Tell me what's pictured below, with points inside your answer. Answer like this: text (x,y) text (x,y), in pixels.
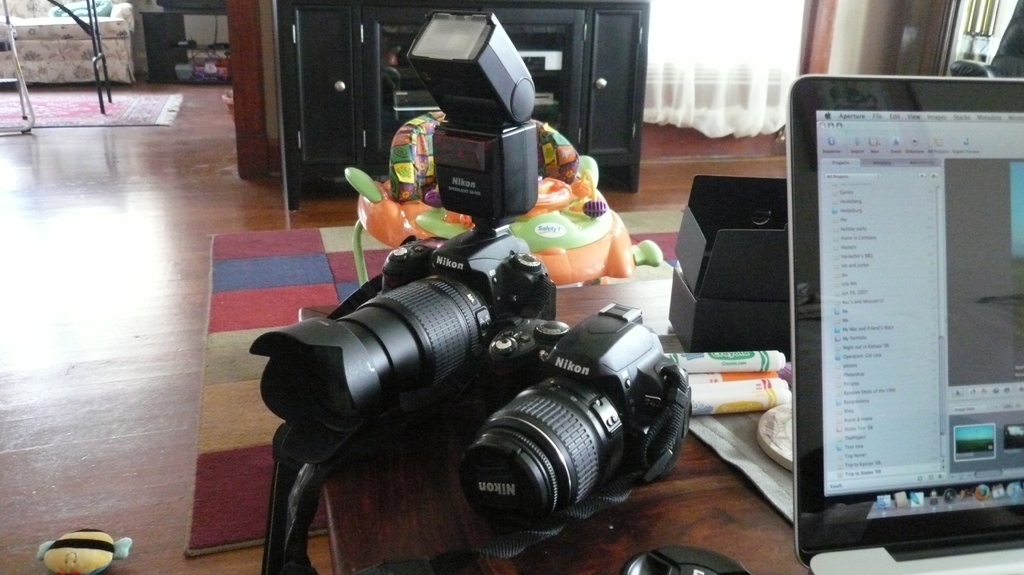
In this picture we can see 2 cameras (614,307) and a laptop (936,229) on the table (586,528). In the background (57,106), we can see carpets (249,247) on the wooden floor (204,175).
